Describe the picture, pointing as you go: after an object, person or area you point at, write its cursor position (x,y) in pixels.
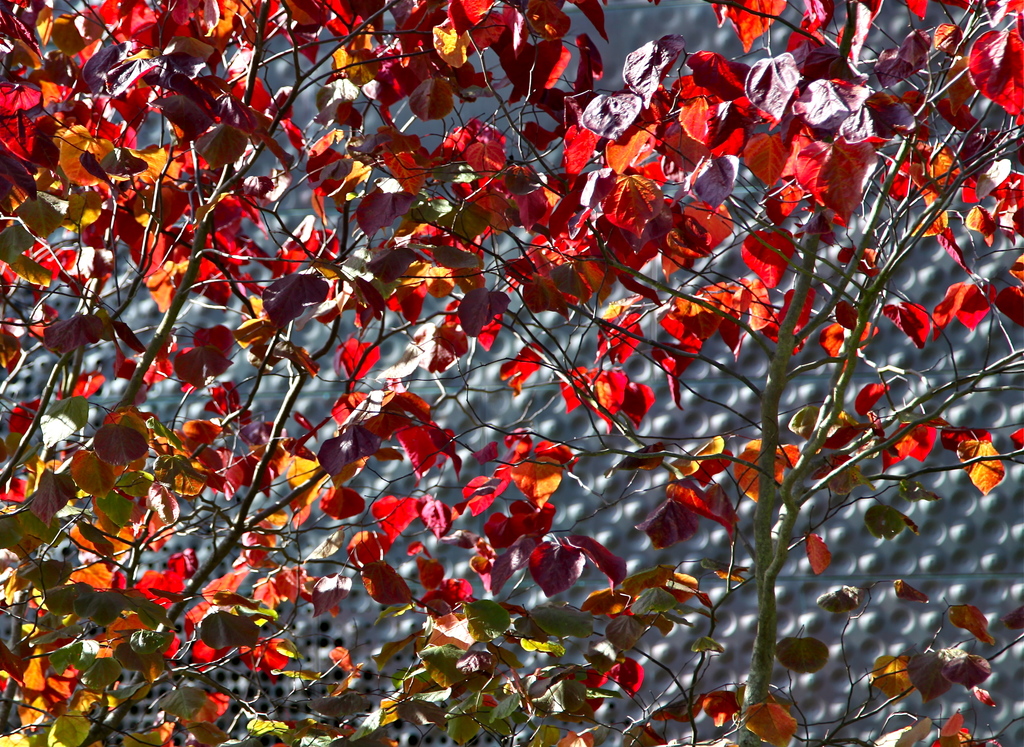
In the foreground of this image (163,609), there are leaves (157,291) to the trees (654,439). In the background (851,637), it seems like a mesh (895,626).
